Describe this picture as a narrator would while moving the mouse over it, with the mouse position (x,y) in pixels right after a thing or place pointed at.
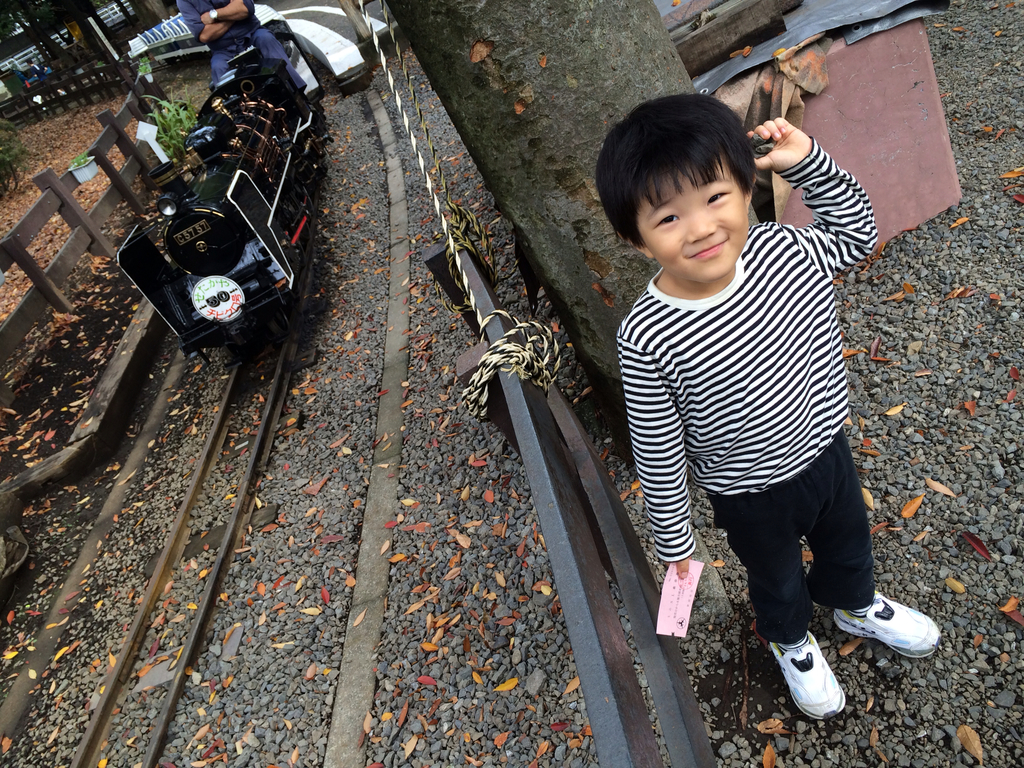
In this image a boy (744,347) is standing on the land (728,649). Behind him there is a wooden trunk (558,62). Left side (259,149) there is a miniature train (220,315) on the track (237,478). Beside there is a fence (131,161). A person (249,3) is sitting on the train (308,144). Left side (170,106) there is a plant (78,161). Right side (811,12) there are few objects (903,104) on the land (928,363). Beside the boy (829,492) there is fence (552,453) tied with rope (487,358).
